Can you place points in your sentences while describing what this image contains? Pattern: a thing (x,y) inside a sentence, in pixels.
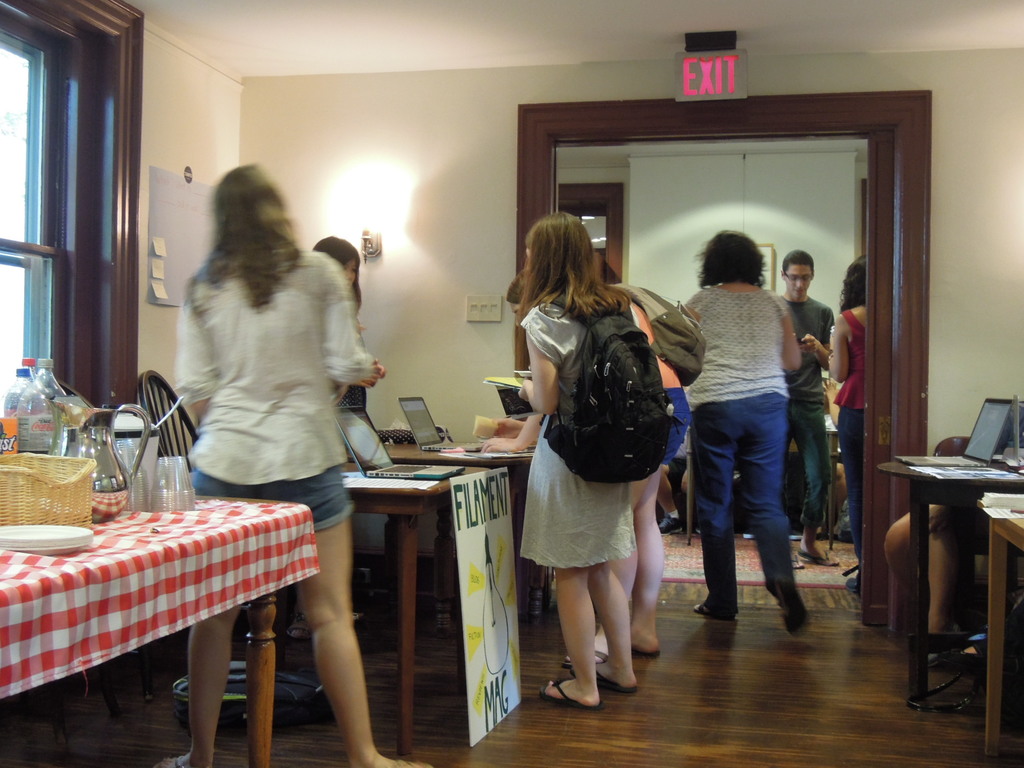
There are many people (336,324) standing in this room (508,364). A woman (535,464) is wearing a bag (628,410) holding a book (517,391) and standing. In front of them there are many tables (410,497). On the table (410,460) there are laptops (413,470), glasses (177,486), bottles (18,418), baskets (70,467), jugs (85,450) and many other items (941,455). There is a EXIT board (709,81) on the ceiling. There are switches (490,312) and lights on the wall (410,205). On the left side (87,200) there is a window (44,250). Also a board (157,211) with notices (160,278).
